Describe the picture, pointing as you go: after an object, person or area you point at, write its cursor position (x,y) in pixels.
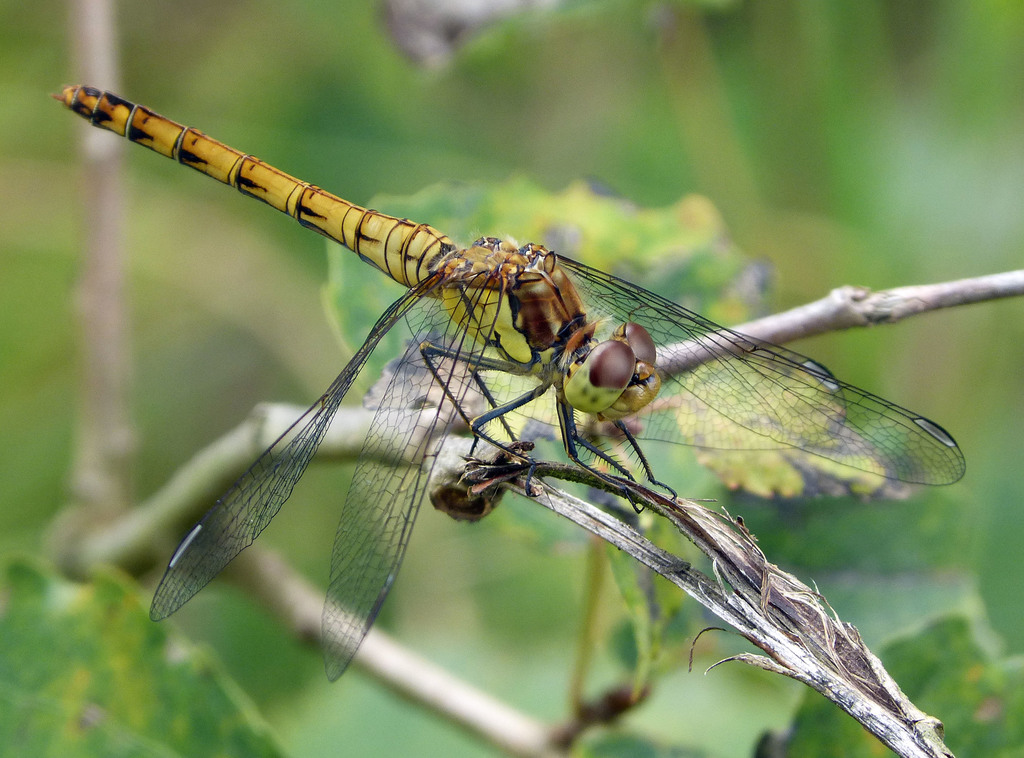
In this picture we can see an insect (391,435) on a tree branch (143,507) and in the background (56,659) we can see leaves (38,645) and it is blurry.
